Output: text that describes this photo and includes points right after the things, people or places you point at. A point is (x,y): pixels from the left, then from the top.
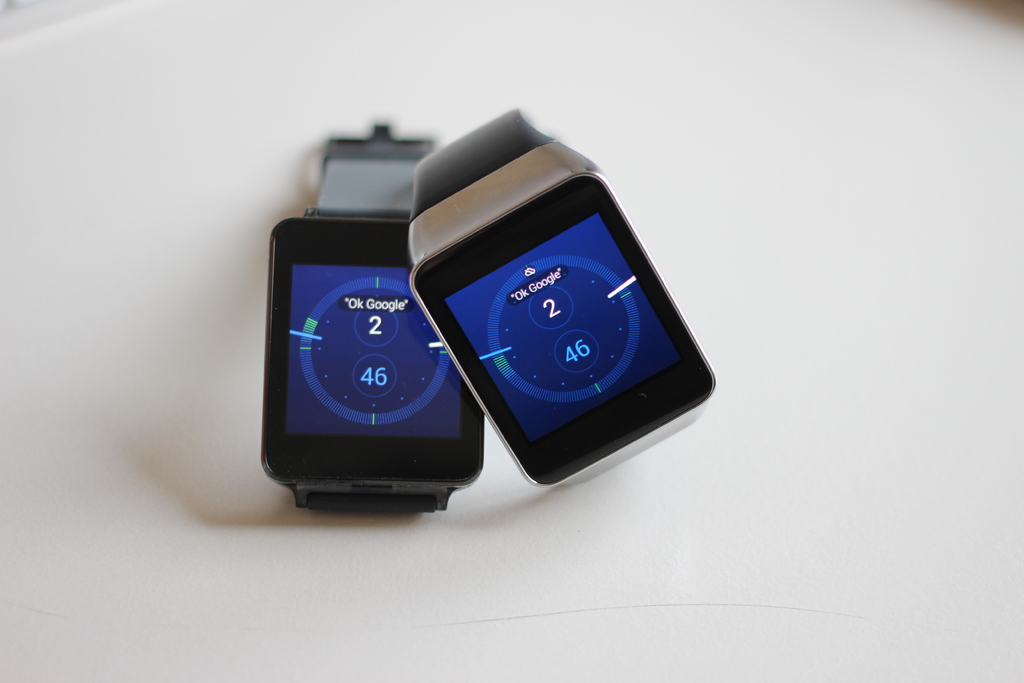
In this image I can see two watches (395,301) and the dial (650,323) is in blue and black color, on the dial (616,349) I can see few numbers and the background (249,31) is in white color.
